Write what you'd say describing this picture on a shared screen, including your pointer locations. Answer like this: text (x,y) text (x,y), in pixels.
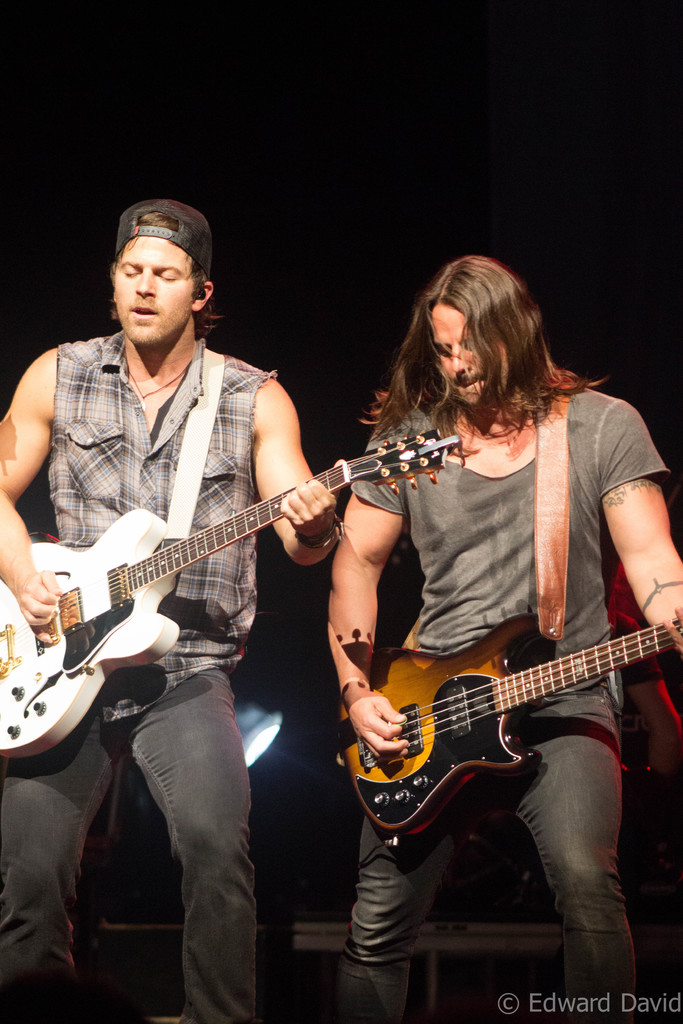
In this picture there are two men (465,426) playing guitars (637,638). The person (202,660) towards the left (198,375), he is wearing a check shirt (204,568) and black trousers (230,711). The person (437,598) towards the right (514,591), he is wearing a grey t shirt (531,545) and black trousers (537,795) and the background (252,733) is dark and there is a light (256,723).
